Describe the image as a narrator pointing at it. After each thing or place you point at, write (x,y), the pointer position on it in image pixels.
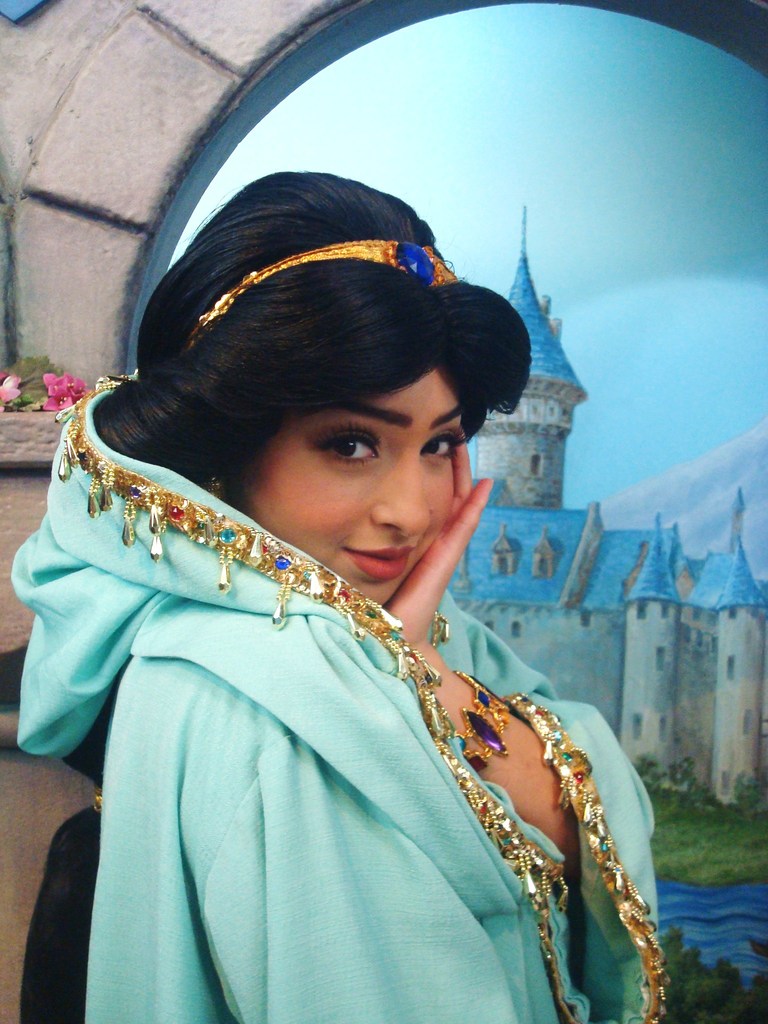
In the image we can see a woman (256,743) wearing clothes (260,775) and she is smiling. Here we can see the painting (609,479), in the painting (612,555) we can see the building (626,663), grass (751,826), water (717,889) and the sky (558,192).
